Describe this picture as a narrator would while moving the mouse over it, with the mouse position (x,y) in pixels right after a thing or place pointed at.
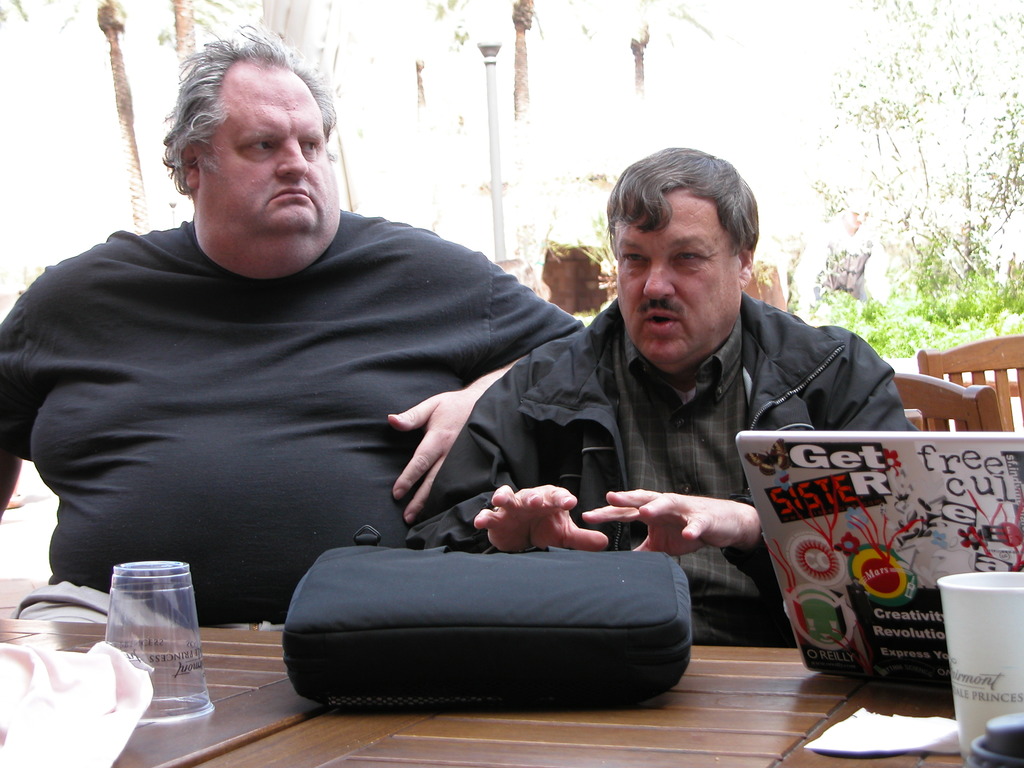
In this image there is a table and chair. There are plants (963,163) in the back side (1019,303), there are two person (408,415) sitting on chair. on the tables (698,668) there is a bag (549,656), glass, laptop (855,569), Cup (956,675), napkin (100,719).
